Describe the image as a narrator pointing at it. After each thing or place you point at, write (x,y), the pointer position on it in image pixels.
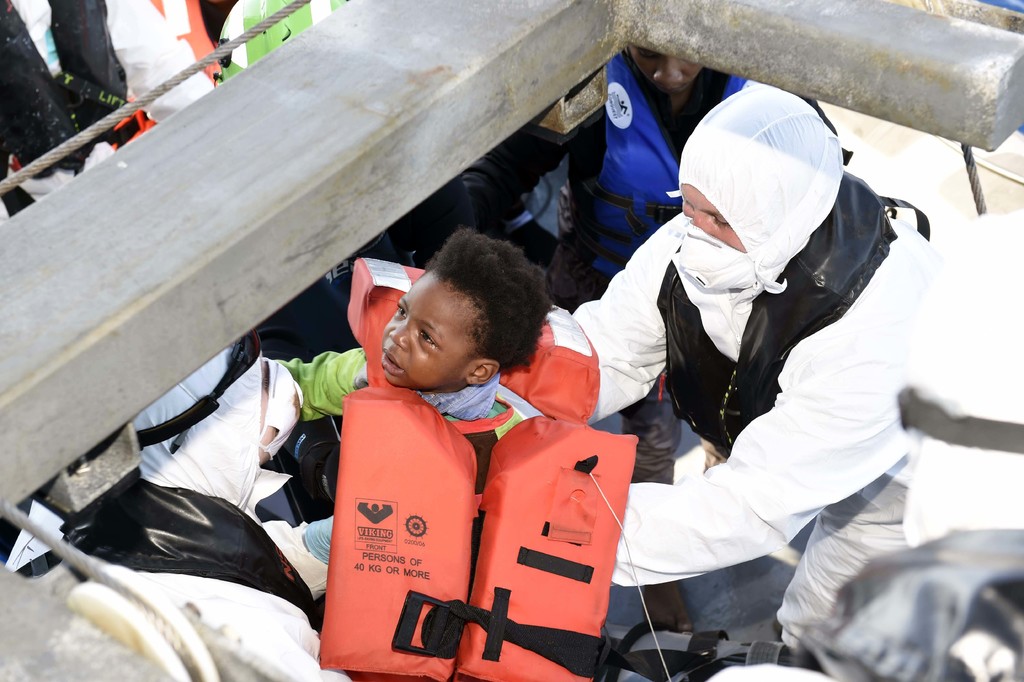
In this image we can see few people (619,239), a kid (456,330) is with life jacket (463,452) and a person (780,374) is wearing a mask (707,251) and there is an object (451,87) and a rope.
